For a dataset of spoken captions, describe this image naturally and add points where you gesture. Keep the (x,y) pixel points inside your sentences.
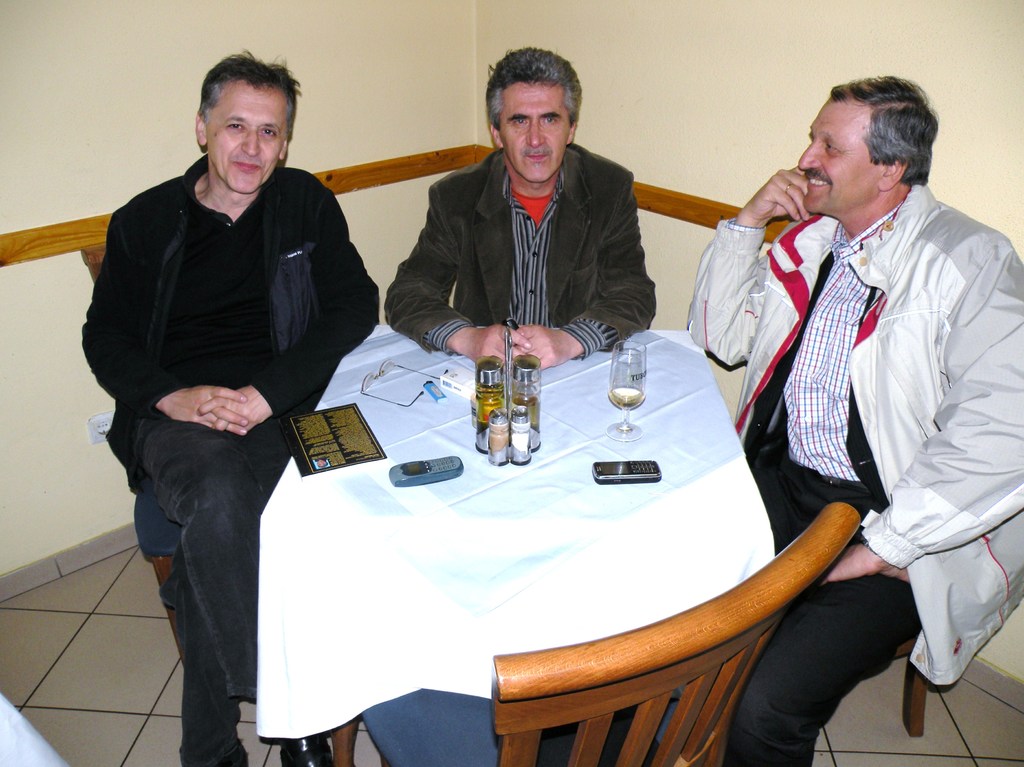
This picture is of inside the room (950,411). On the right (927,154) there is a man (914,363) wearing white color jacket (931,305), smiling and sitting on the chair (922,706). In the center (510,256) there is a man (511,206) sitting on the chair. On the left (213,182) there is a man (211,267) wearing black color t-shirt (247,292), smiling and sitting on the chair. In the center (442,445) there is a table (566,449) on the top of which glass (642,381), bottles (520,379), spectacles (390,363), card (345,435) and mobile phones (432,475) are placed. In the foreground (632,697) there is a chair (661,663) and the background (102,12) there is a wall (812,24).
